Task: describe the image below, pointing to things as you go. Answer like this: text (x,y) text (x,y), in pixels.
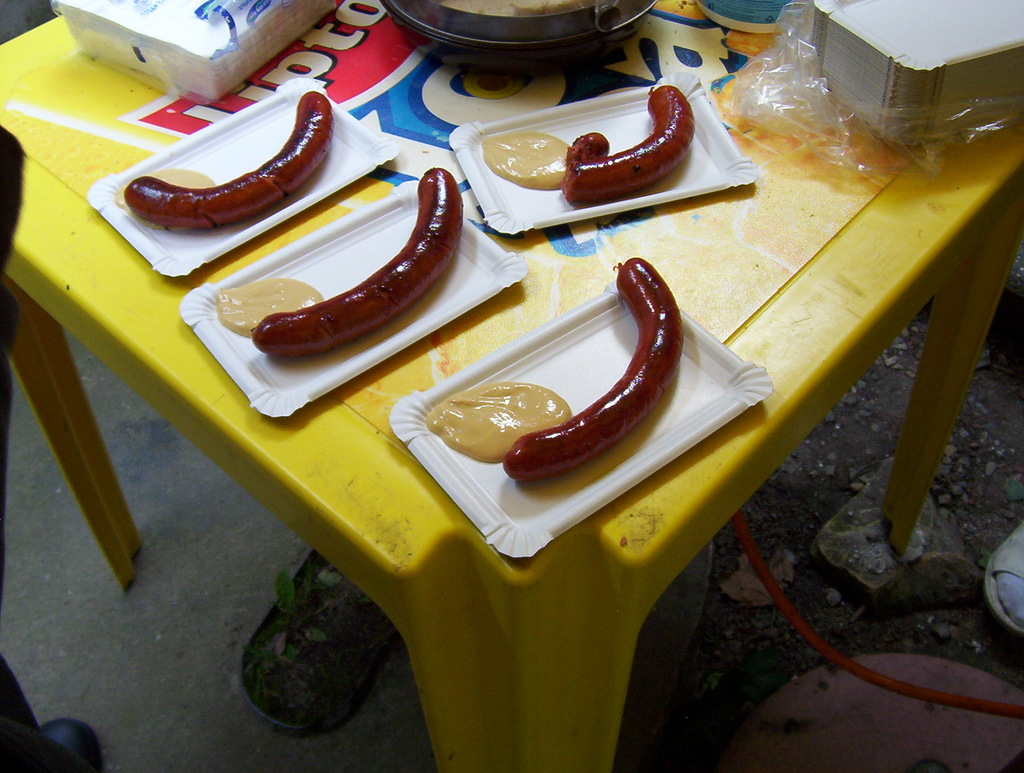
In this image we can see a table (404,469), on the table (346,457), we can see some plates (353,232) with some food (420,225), there are some plates (847,88), tissues (145,35), pan (526,29) and some other objects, under the table (340,66) we can see a potted plant (290,651).
